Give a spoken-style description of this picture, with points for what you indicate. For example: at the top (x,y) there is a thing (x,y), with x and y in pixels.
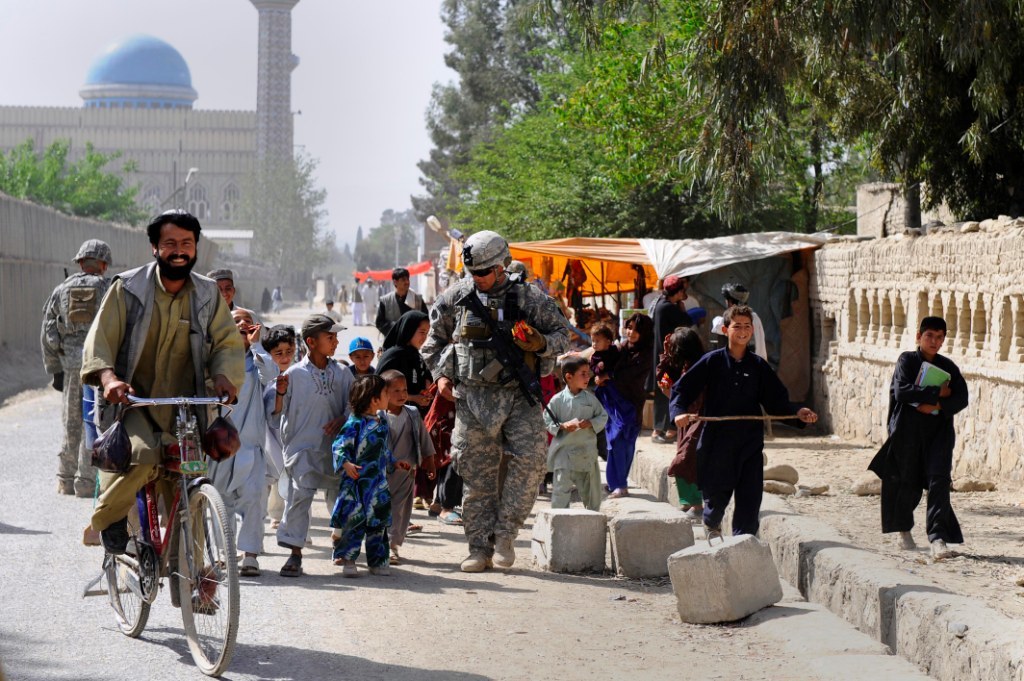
At the top of the picture (366,70) we can see sky (230,27). This is a huge building (154,139) with dome (181,101). these are trees (620,112). This is a road (260,620). Here on the road (521,550) we can see few persons (413,414) standing and walking. This is a tent (643,258). here we can see a man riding a bicycle (223,648) and he is holding a smile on his face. These are granite stones (635,572).
